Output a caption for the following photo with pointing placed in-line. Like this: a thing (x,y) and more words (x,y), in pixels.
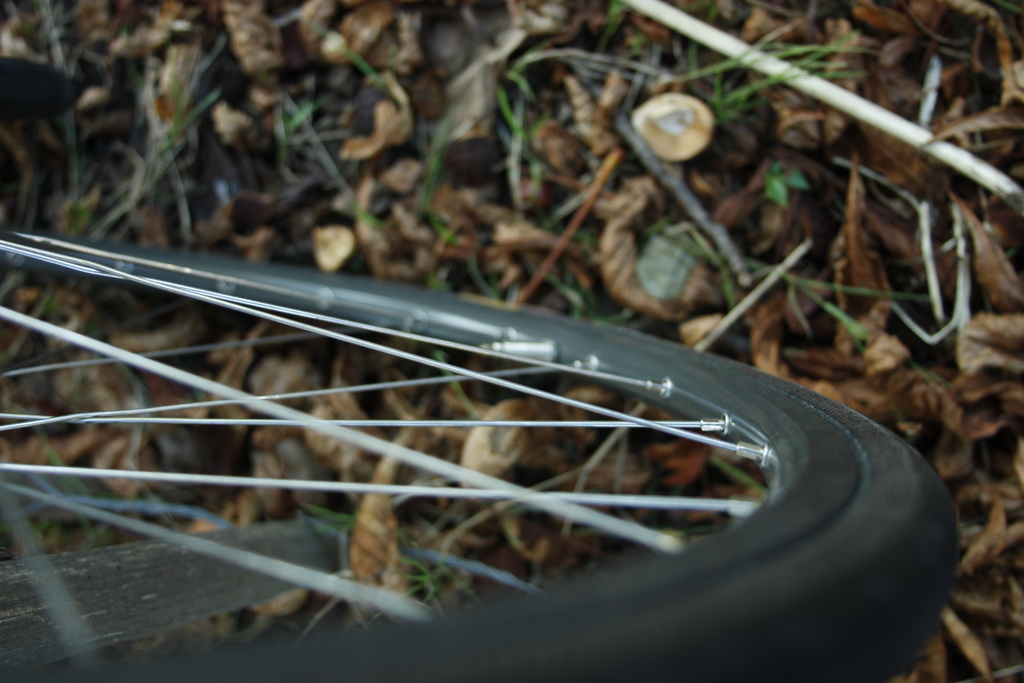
In this picture in the front (133,477) there is a tyre (590,572). In the background (868,260) there are dry leaves (487,176).
